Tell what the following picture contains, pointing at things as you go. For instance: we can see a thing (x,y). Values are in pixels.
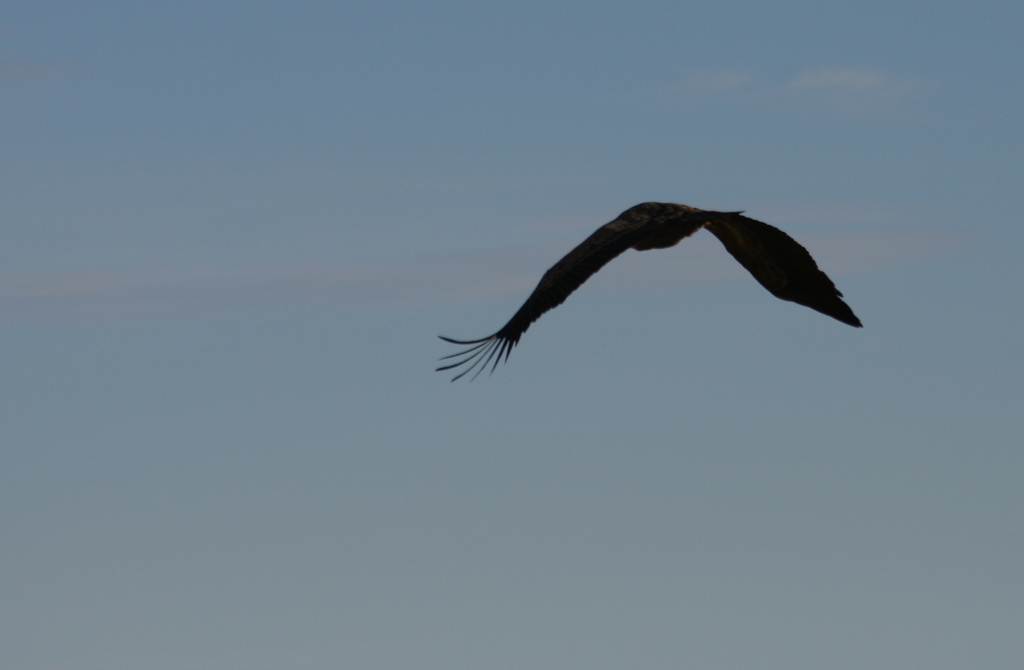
On the right (834,297) there is a bird (755,232) flying in the sky (435,488).
